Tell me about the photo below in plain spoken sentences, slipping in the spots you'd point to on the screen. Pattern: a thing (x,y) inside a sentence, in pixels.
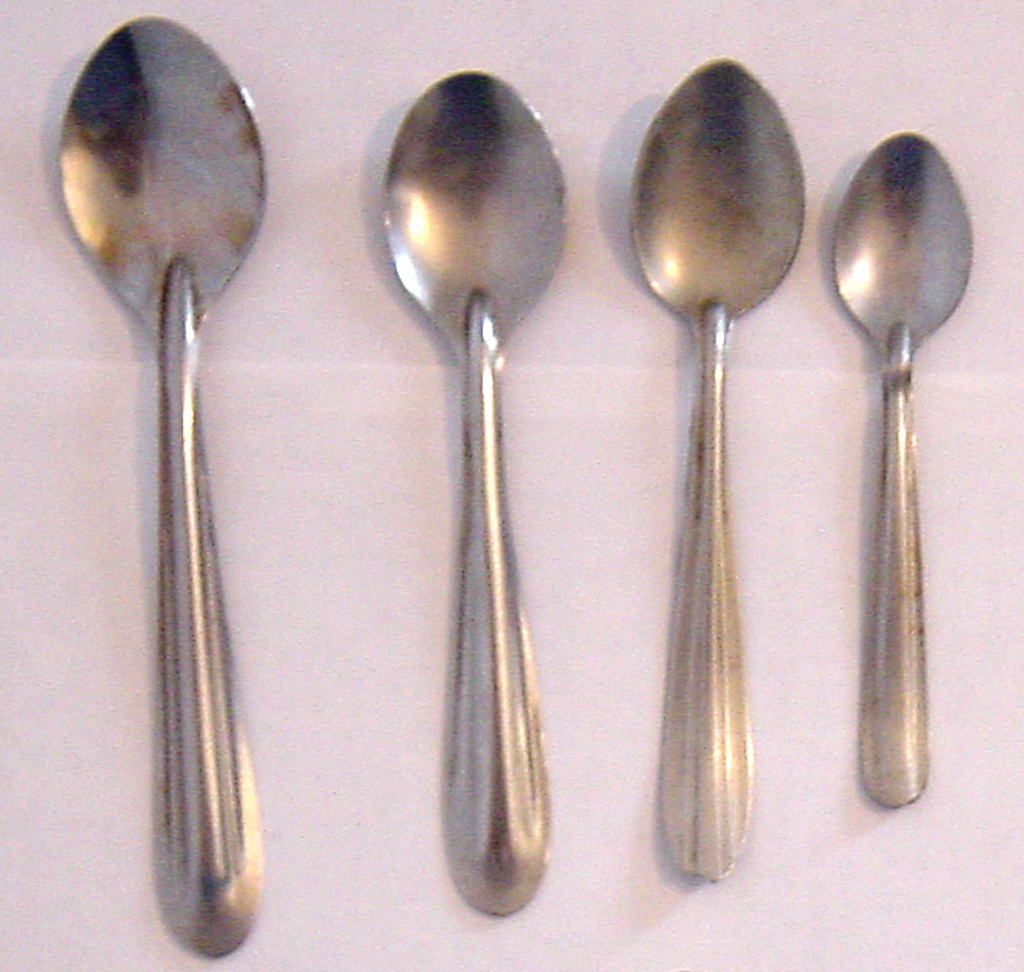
In this image there are four spoons (905,373) and they are assembled by their sizes.
